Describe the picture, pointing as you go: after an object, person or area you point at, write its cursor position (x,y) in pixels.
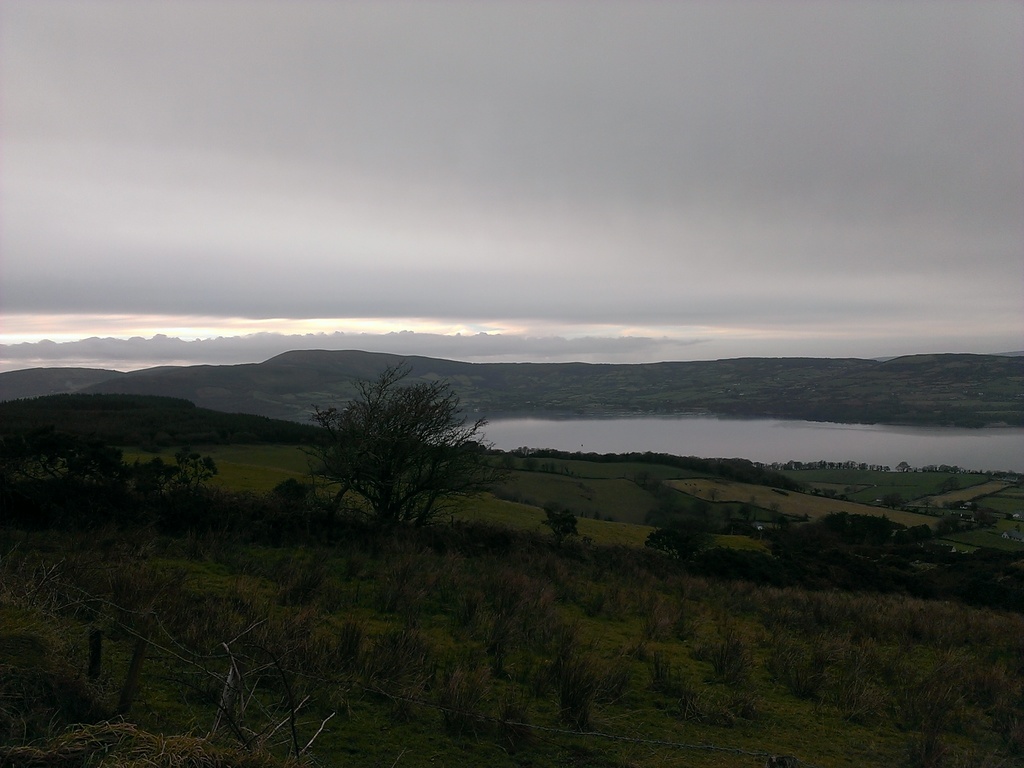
In this image I can see few trees (401,504), water (610,448) and few mountains (296,381). The sky (665,211) is in white and grey color.
